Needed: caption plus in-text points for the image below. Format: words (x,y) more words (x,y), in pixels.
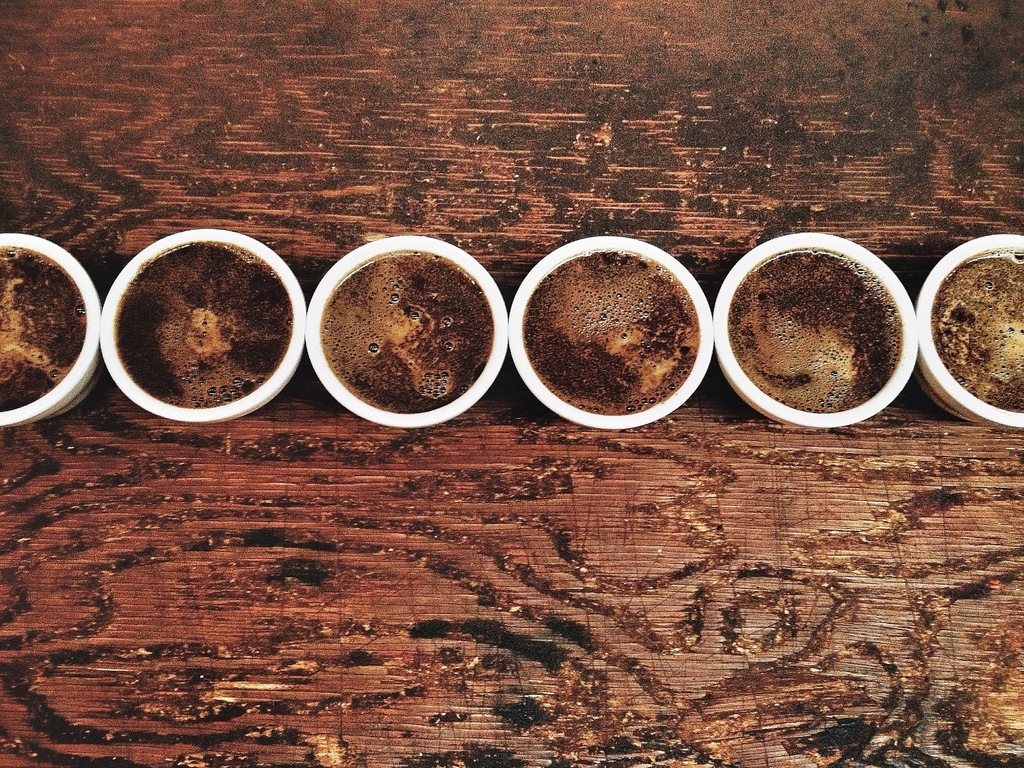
In this picture I can see few cups (627,263) on the wooden table (116,551).
